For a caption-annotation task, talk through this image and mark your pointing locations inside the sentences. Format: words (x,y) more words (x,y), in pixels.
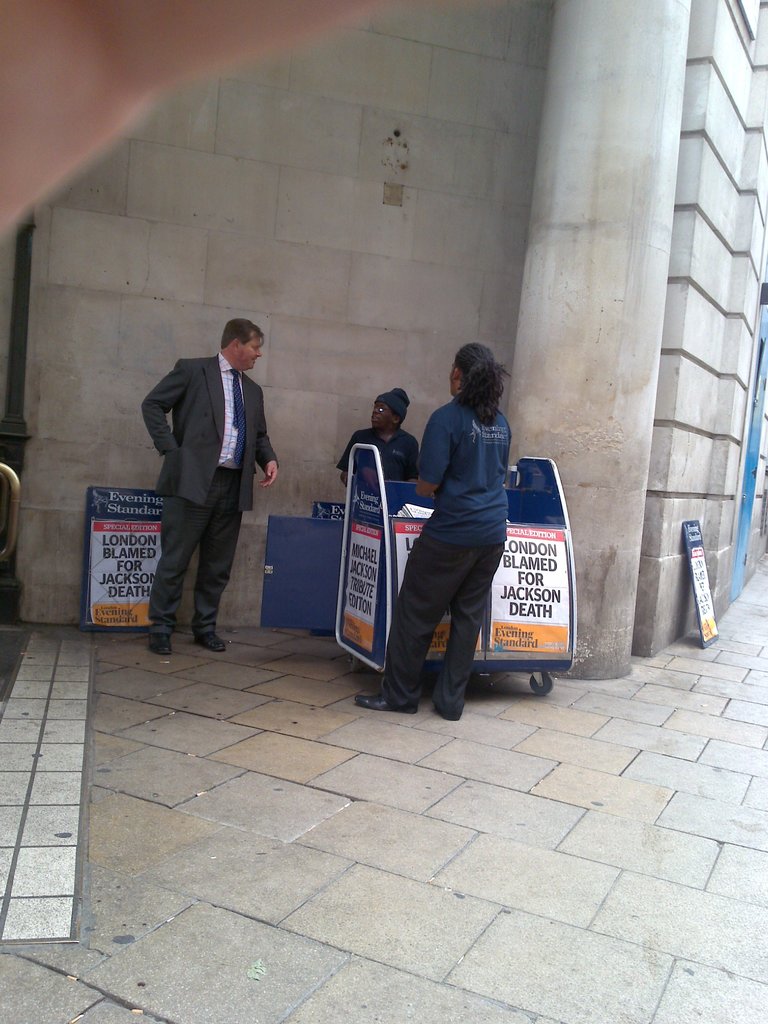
This picture is clicked outside. In the center (267,459) we can see the group of persons (401,472) and we can see an object (387,497) to which we can see the posters (530,554) are attached and we can see the text (367,591) on the posters (371,582). In the background (654,132) we can see the wall (417,269) of the building (477,177) and we can see some other objects (12,578).
